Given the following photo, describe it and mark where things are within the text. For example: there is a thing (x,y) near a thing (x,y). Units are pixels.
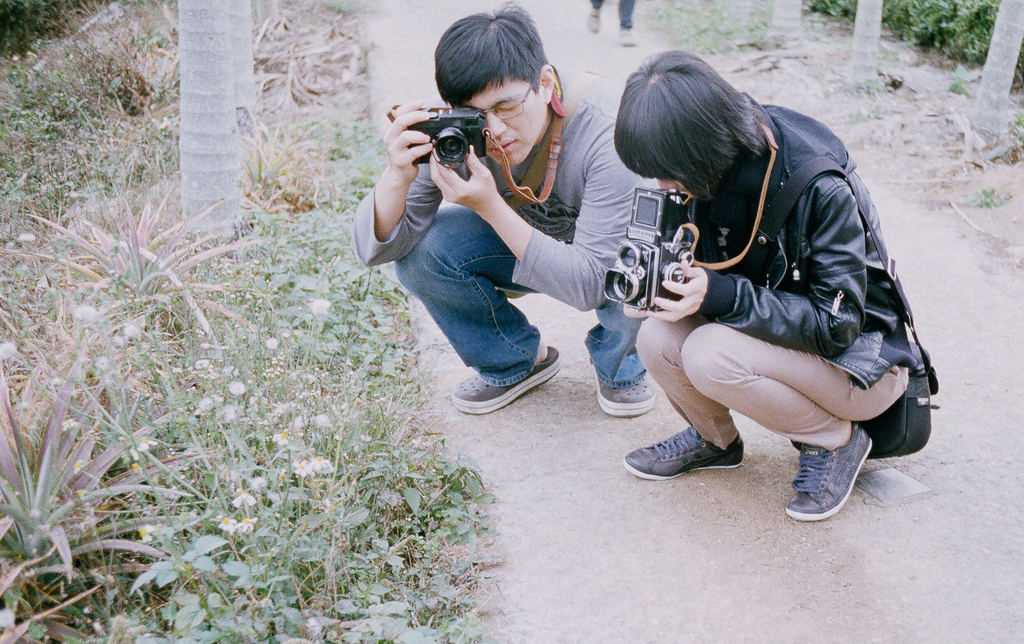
In the image there are two persons (710,291) taking pictures of plants (375,407) on the side of the road (498,605). And there are trees (211,45) on either sides of the road (531,582).
